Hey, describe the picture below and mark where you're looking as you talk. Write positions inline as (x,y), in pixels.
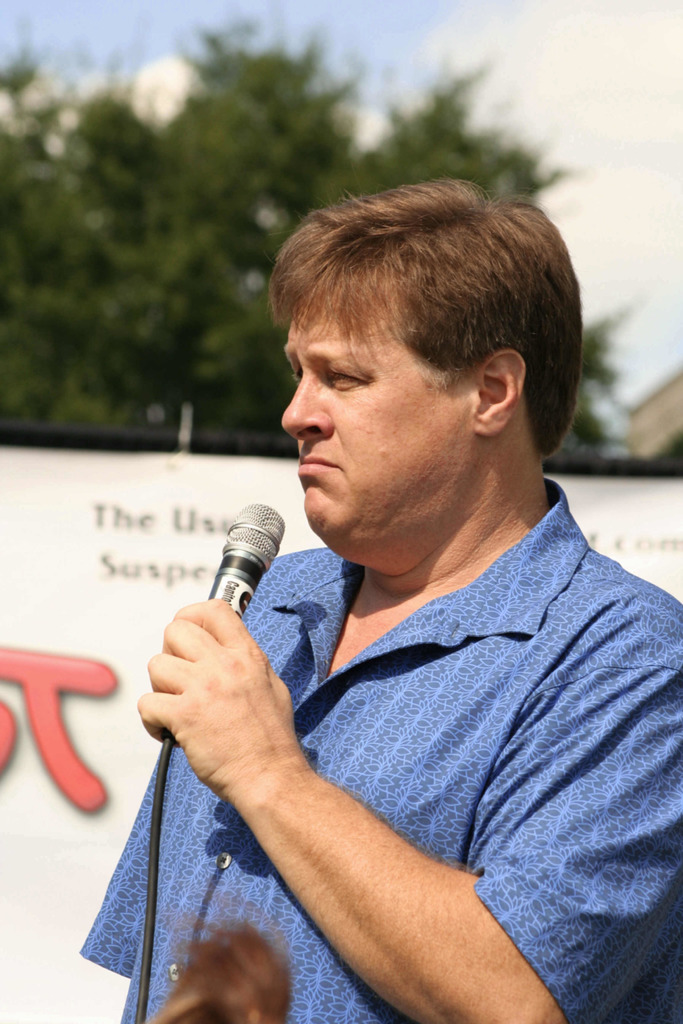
This is a picture of a man (391,821) in blue shirt (425,795) holding a microphone (225,588). Background of this man (405,611) is a banner (208,482), tree (222,244) and sky (421,94).
